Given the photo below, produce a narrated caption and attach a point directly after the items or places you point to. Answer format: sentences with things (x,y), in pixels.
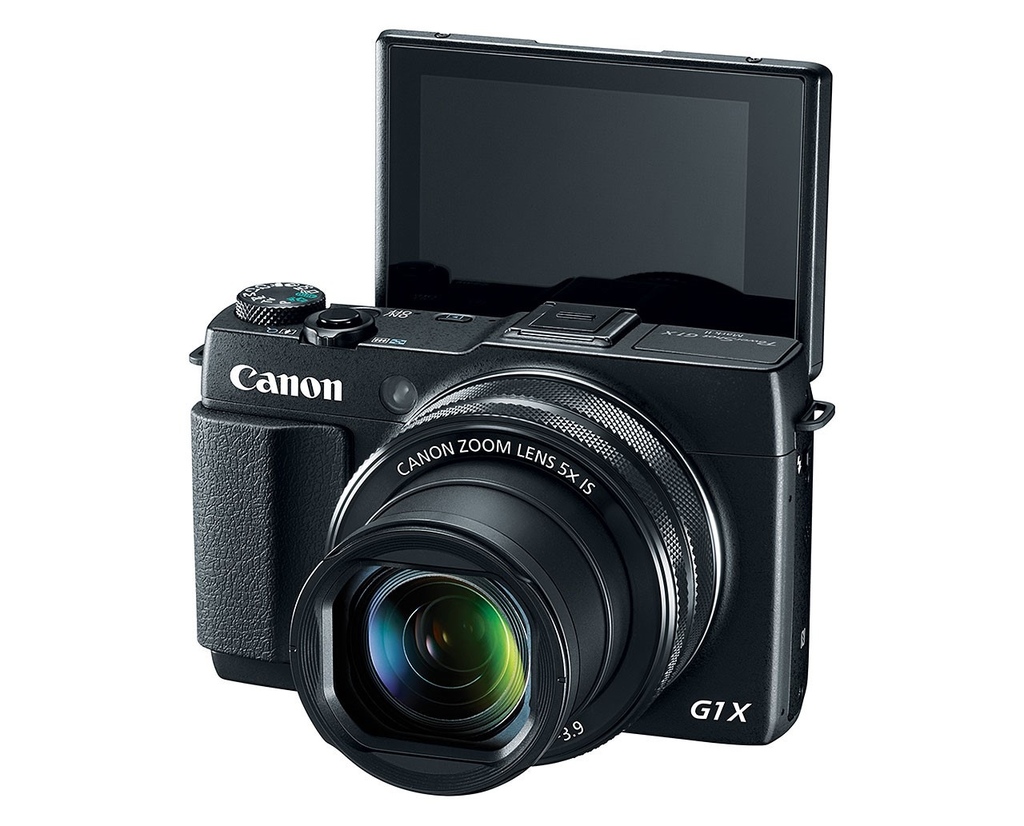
There is a black camera (322,512) with something written on that. In the background (968,590) it is white. Also there is a screen (617,268) for the camera (626,304).
